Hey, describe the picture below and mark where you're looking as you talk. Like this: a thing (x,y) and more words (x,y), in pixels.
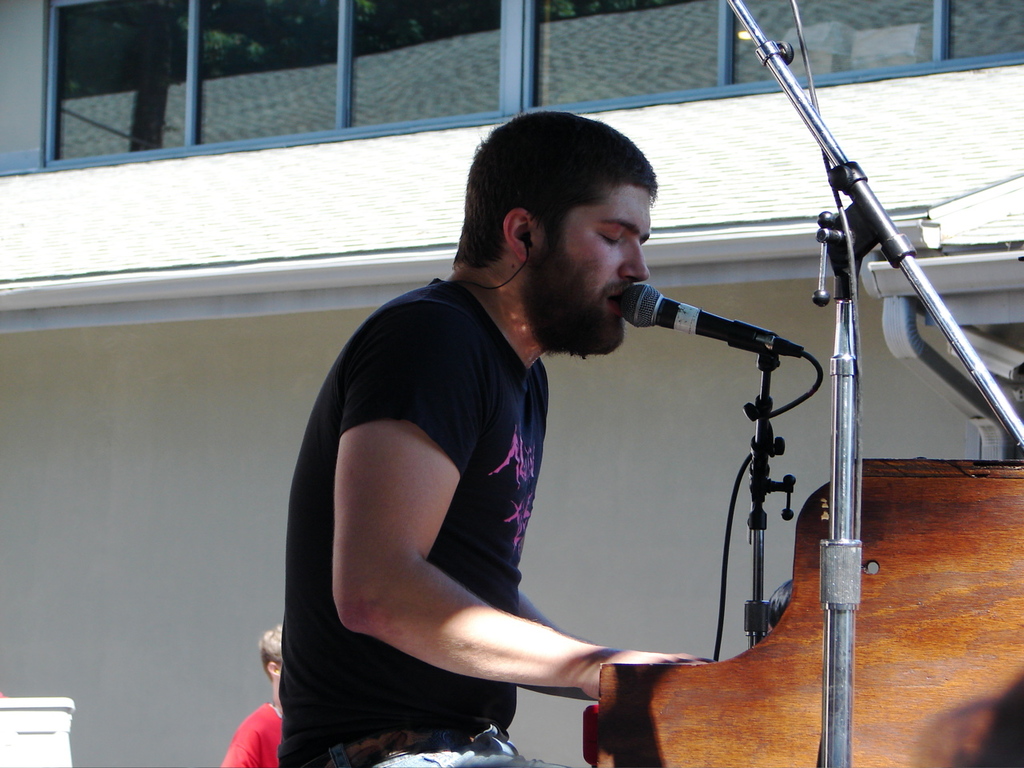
In this image, we can see a person (466,400) is singing in-front of microphone (710,316) with wire (811,355) and stand (754,558). Here we can see a wooden board (797,707), rods (828,698). Background (886,271) there is a building (199,484) with wall (186,350), glass windows (319,81), pipes (939,380), Here we can see another person (262,756).
